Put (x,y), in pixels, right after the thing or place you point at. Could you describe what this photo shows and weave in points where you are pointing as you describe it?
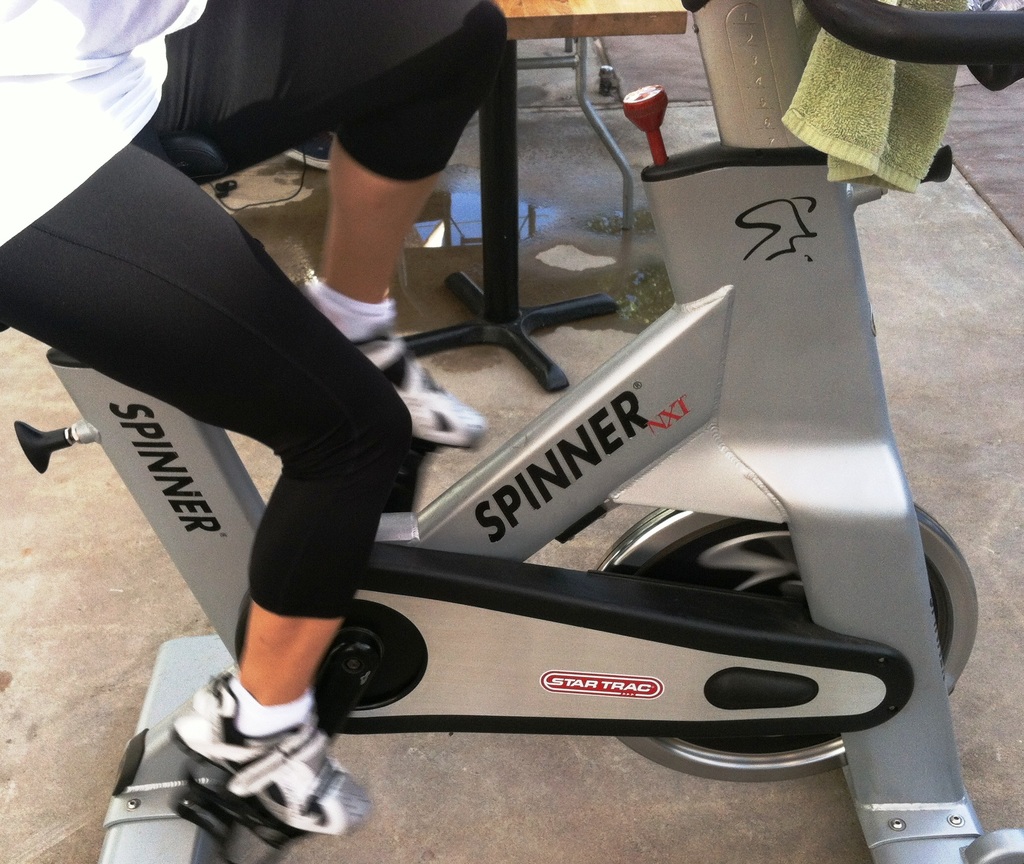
Here a human being (311,475) is cycling with an exercise machine (706,581).
